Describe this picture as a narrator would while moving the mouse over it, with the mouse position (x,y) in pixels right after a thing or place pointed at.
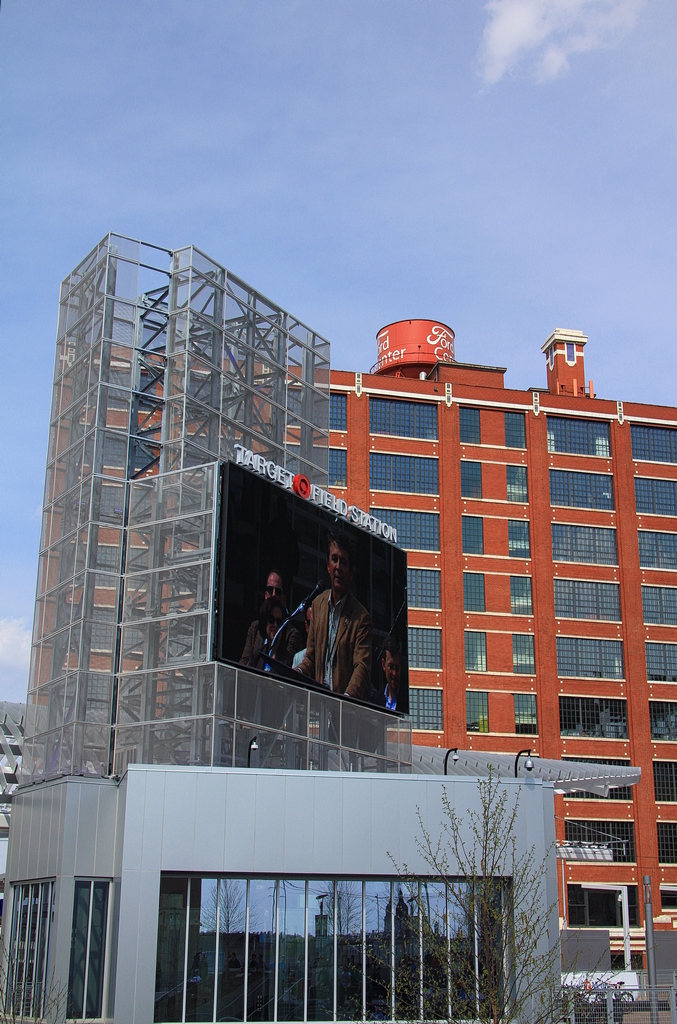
In the center of the image (275,612) there is a screen (298,615) to the building (140,674). At the bottom of the image (472,910) there is a tree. In the background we can see buildings (520,438), sky (490,174) and clouds (506,34).
